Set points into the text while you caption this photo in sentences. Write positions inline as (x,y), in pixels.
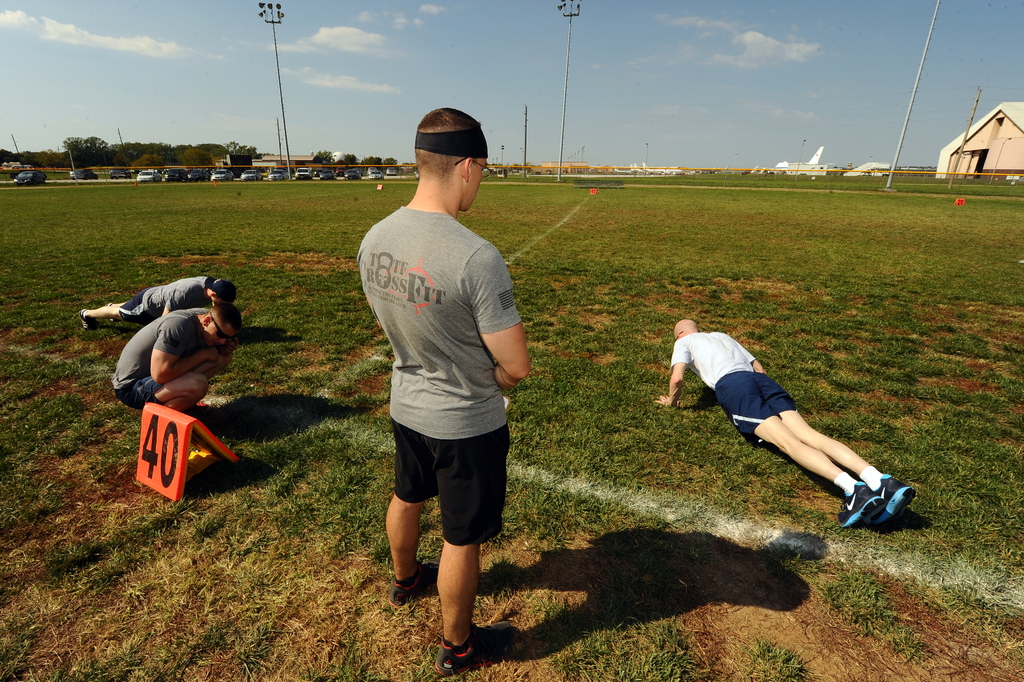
In this image, we can see some grass (283,253). There are persons (739,370) in the middle of the image (428,395) wearing clothes (472,483). There are poles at the top of the image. There are cars (327,172) on the left side of the image (309,176). There is a shed (981,153) on the right side of the image (995,166). There are clouds (755,39) in the sky (295,59).
